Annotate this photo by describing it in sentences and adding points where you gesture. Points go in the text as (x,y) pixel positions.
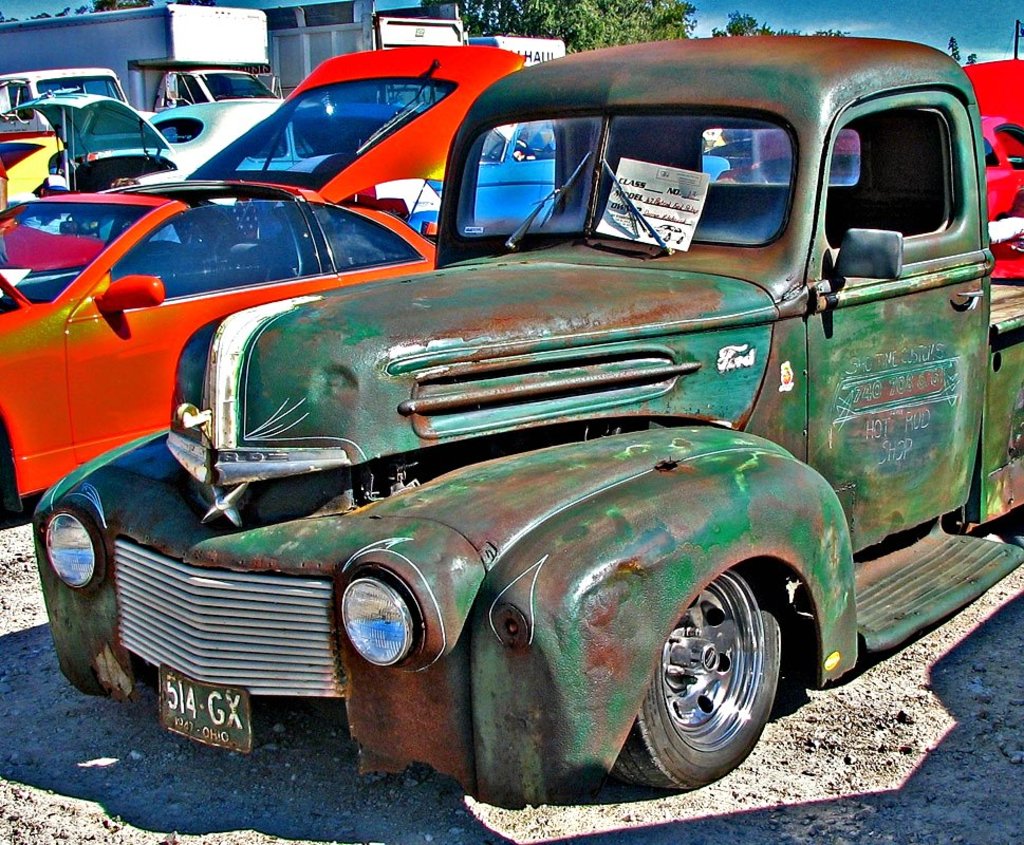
In this image there is a green color classic car (535,391) seen in the front of the image (521,590). Beside we can see other cars (369,86) are parked. In the background (598,13) we can see some trees (579,45).
